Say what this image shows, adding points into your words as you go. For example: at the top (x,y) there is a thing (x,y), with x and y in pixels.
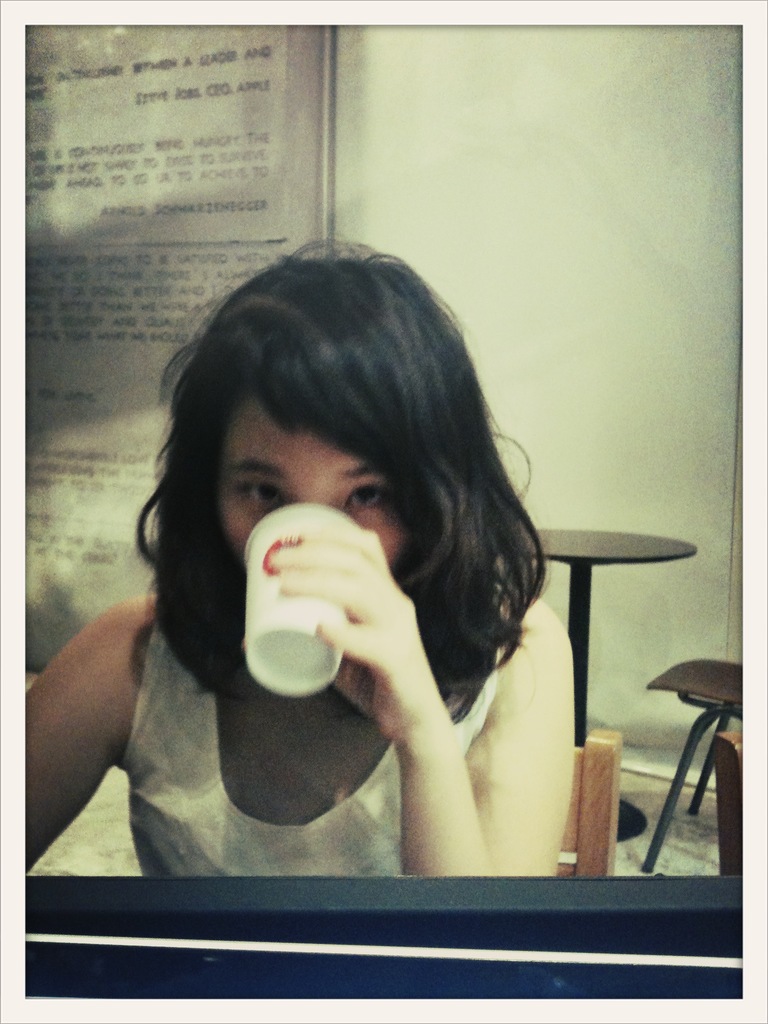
In this image, In the bottom (524,990) there is a black color table (484,915), In the left side of the image (200,679) there is a girl (206,604) sitting and holding a glass (299,613), In the right side of the image (601,538) there is a table (597,548) of black color and a chair (684,676) in black color, In the background (504,397) there is a wall (546,147) of white color and a poster (156,168) of white color.
